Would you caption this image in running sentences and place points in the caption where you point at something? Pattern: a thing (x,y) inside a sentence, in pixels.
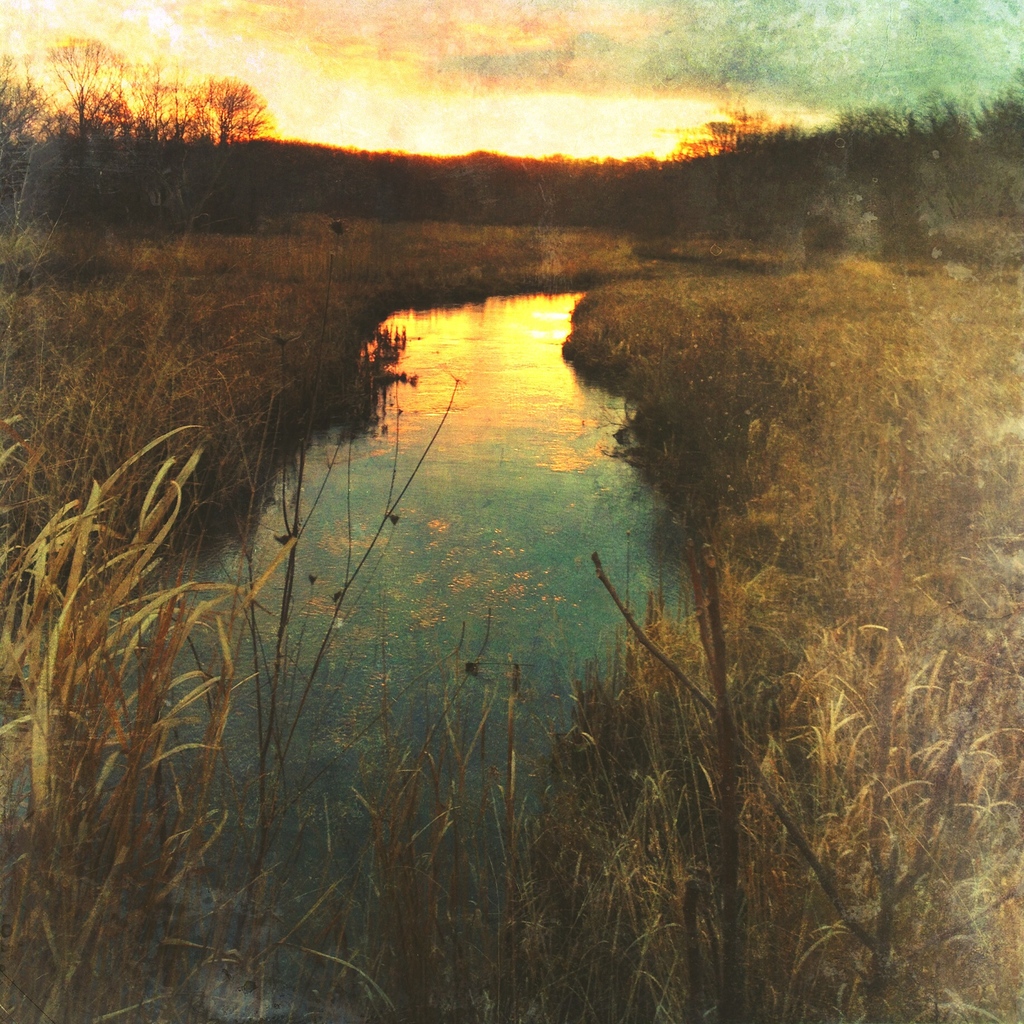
In this picture we can see grass (820,749) at the bottom (541,708), there is water (488,558) here, there are some trees (513,190) in the background (851,197), we can see the sky (706,59) at the top of the picture (692,63).
